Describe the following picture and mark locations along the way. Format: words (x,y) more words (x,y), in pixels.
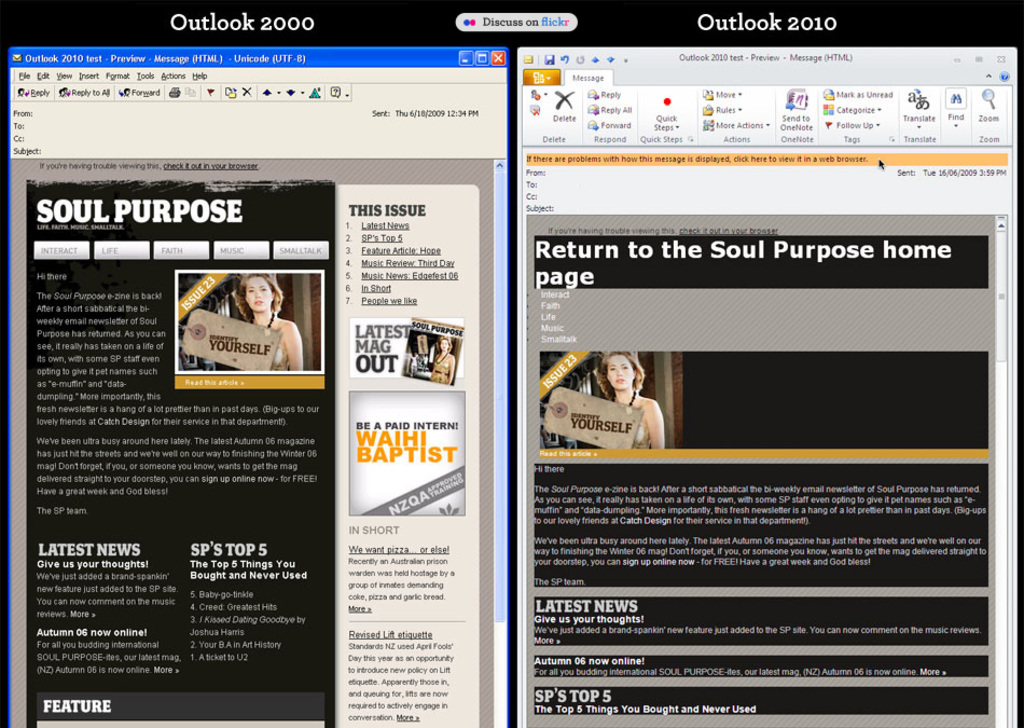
In this image, these are screenshots (467,596) of a screen (462,644) where it shows the differentiation of the same topic in outlook in the year 2000 to 2010. We can also see few tool icons (346,96) on the tops.
